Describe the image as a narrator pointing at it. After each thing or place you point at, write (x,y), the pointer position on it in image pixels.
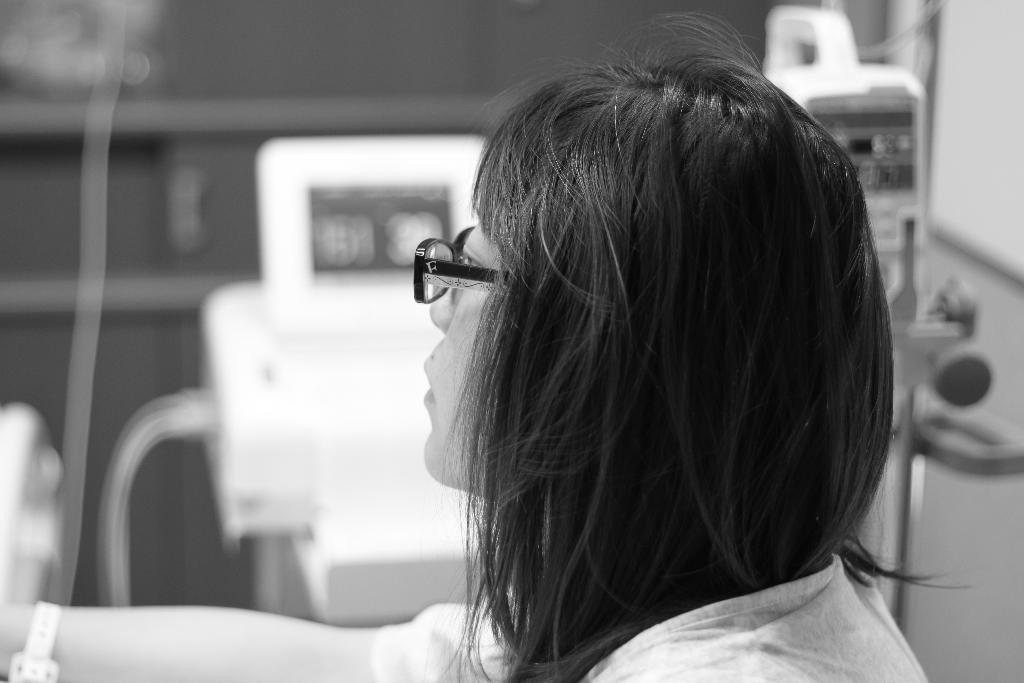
In this picture there is a girl (519,566) on the right side of the image (837,445) and there is machinery (297,140) in the background area of the image (284,171).
